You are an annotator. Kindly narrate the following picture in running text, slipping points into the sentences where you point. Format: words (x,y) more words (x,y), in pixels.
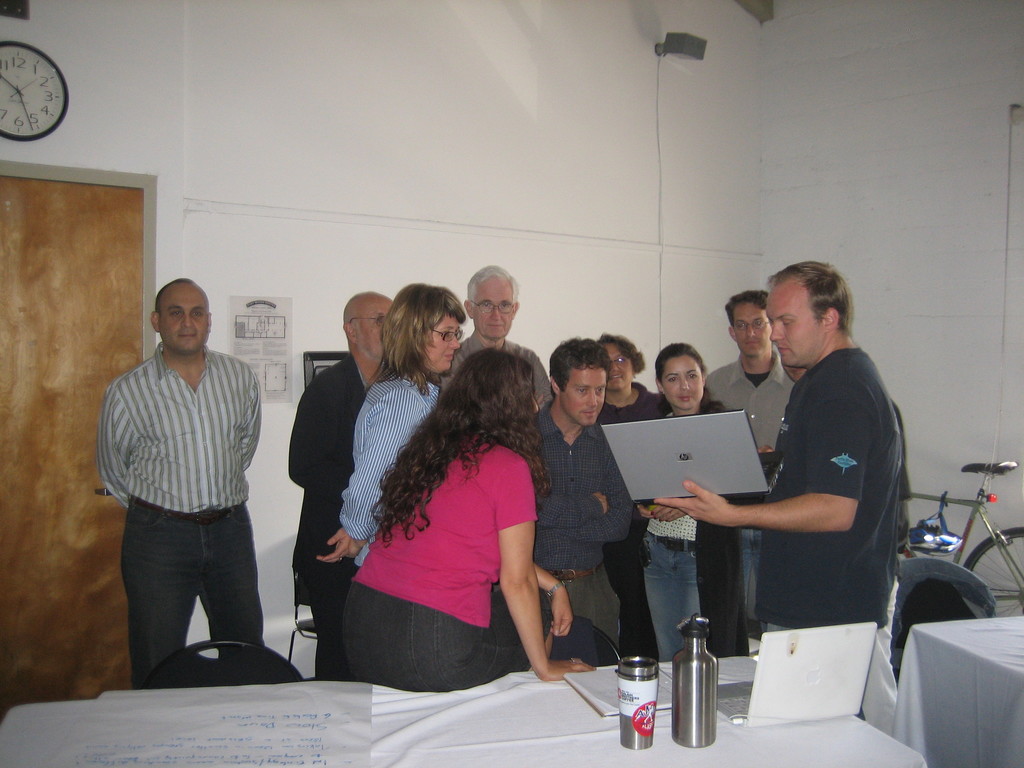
Here we can see a group of people (297,414) Standing and listening to the person (815,358) who is standing in the middle (628,434) with a laptop (755,459) in his hand (691,488) and in front of them we can see a table (88,722) and we can see laptops (813,671), Bottles (636,680) And books (672,677) present on that and behind that we can see a door (90,203) and a wall clock (35,103) present and on the right side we can see a bicycle (1006,474) present.
